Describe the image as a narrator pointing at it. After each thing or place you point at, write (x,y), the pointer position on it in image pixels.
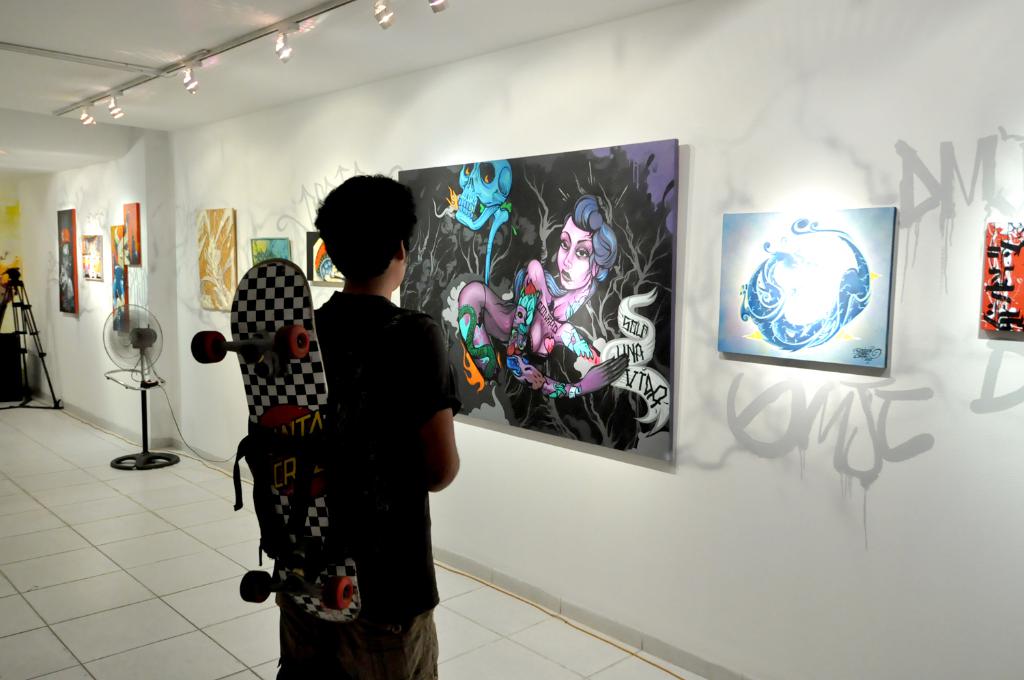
There is a person (413,469) standing and wearing skateboard (275,289) and we can see boards (568,221) on the wall (45,261). We can see table fan (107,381) on the floor (87,520).
